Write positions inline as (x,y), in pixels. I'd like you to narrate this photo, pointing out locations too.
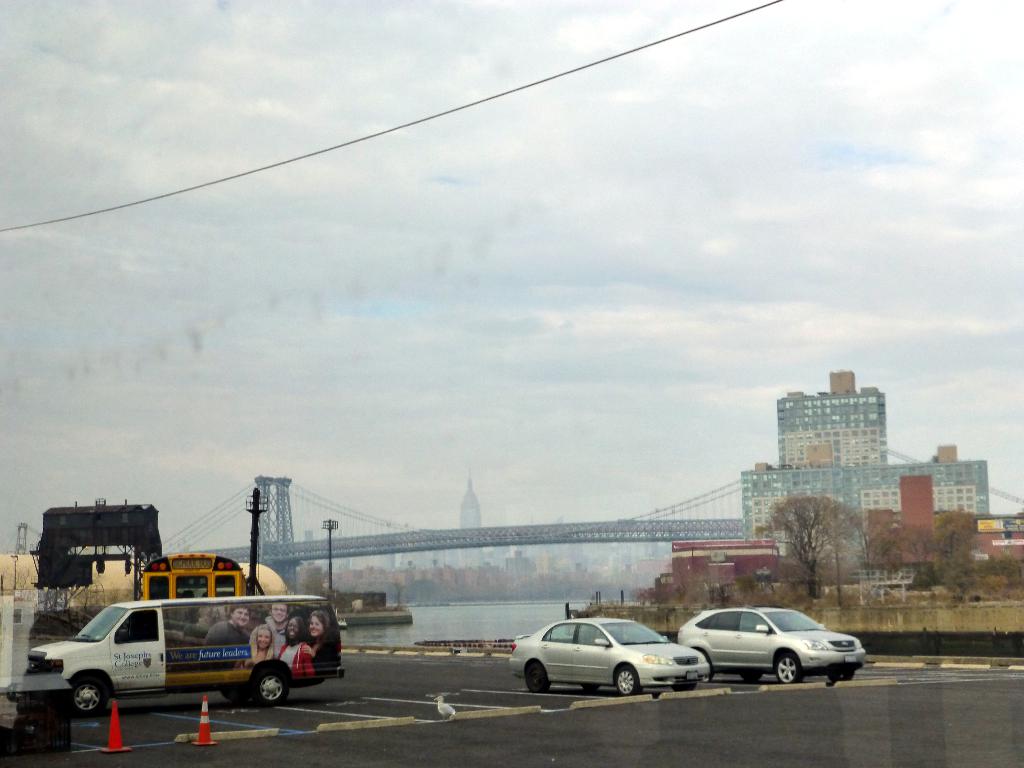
This image is clicked outside. There are vehicles (328,651) at the bottom (212,684). There are buildings (802,473) on the right side (693,566). There are trees (970,568) on the right side (983,574). There is the bridge (235,555) at the bottom (616,523). There is the sky (520,170) in the middle (438,259).
